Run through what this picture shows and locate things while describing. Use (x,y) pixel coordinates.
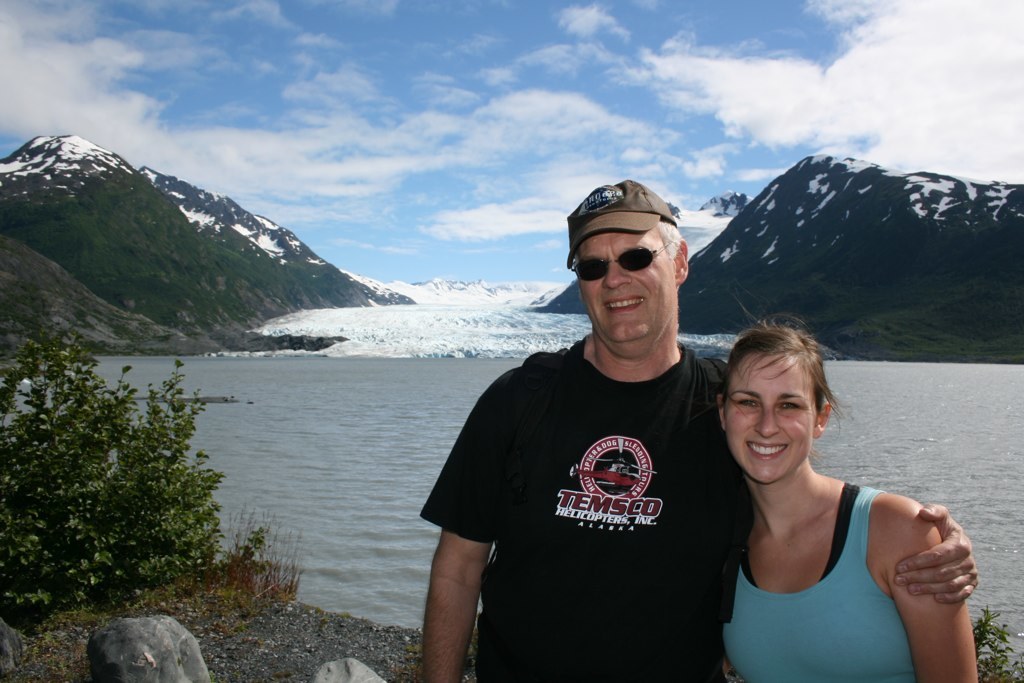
In this image, we can see a man (672,568) and a woman (829,574) standing, we can see some green plants (157,471), there is water (227,456), we can see some mountains (191,273), at the top (532,43) there is a blue sky (612,95) and we can see some clouds (442,81).
